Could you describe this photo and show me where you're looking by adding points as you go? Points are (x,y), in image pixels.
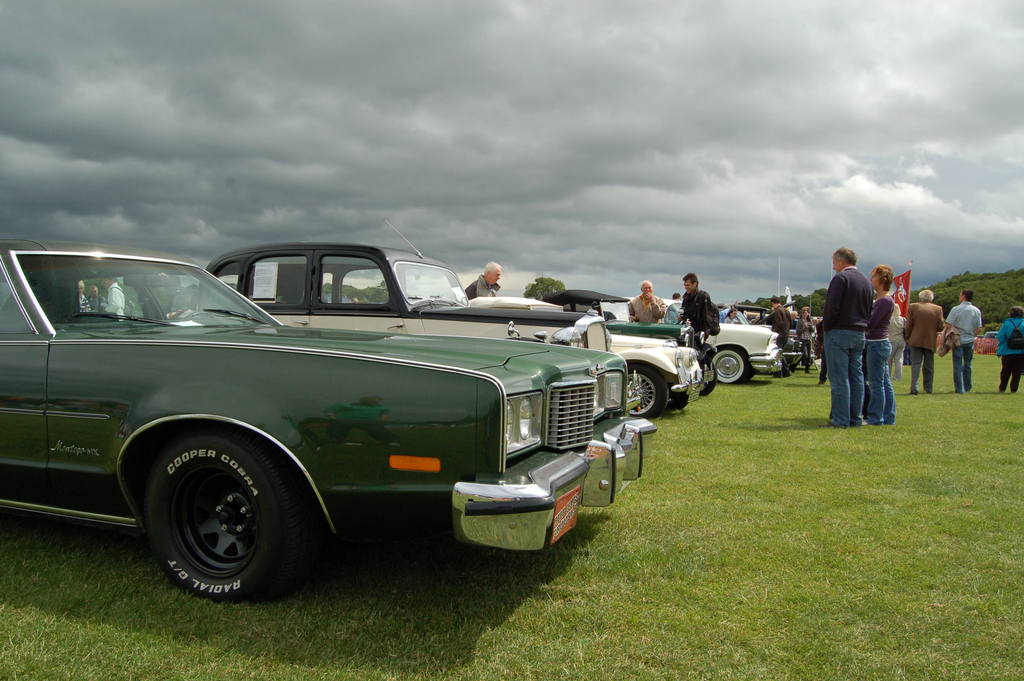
In this picture in the front (574,608) there's grass (679,617) on the ground (639,586). In the center (484,391) there are vehicles (565,356) and in the background (797,318) there are persons (926,311), trees (946,312), there is a flag (907,292) and the sky (656,173) is cloudy.
